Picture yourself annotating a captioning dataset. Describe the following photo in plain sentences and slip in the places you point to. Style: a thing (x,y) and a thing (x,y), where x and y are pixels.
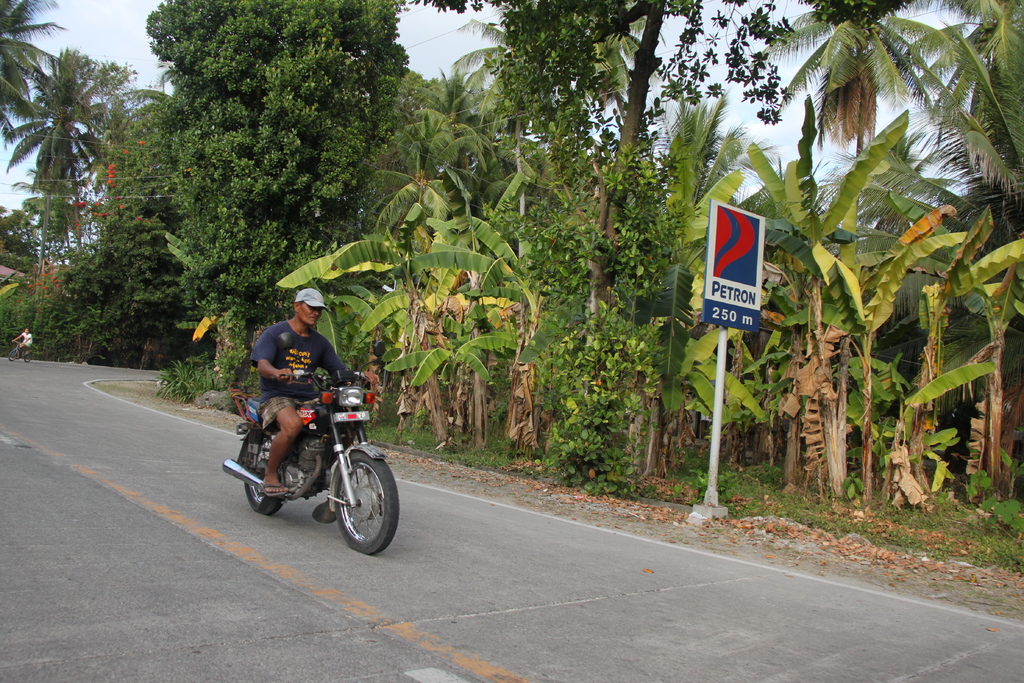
The person (315,364) wearing blue shirt (315,364) is riding a bike (328,440) on the road (283,555) and there are trees (609,250) beside him and there is another person (27,343) riding bicycle (14,353) in the background (19,345).
